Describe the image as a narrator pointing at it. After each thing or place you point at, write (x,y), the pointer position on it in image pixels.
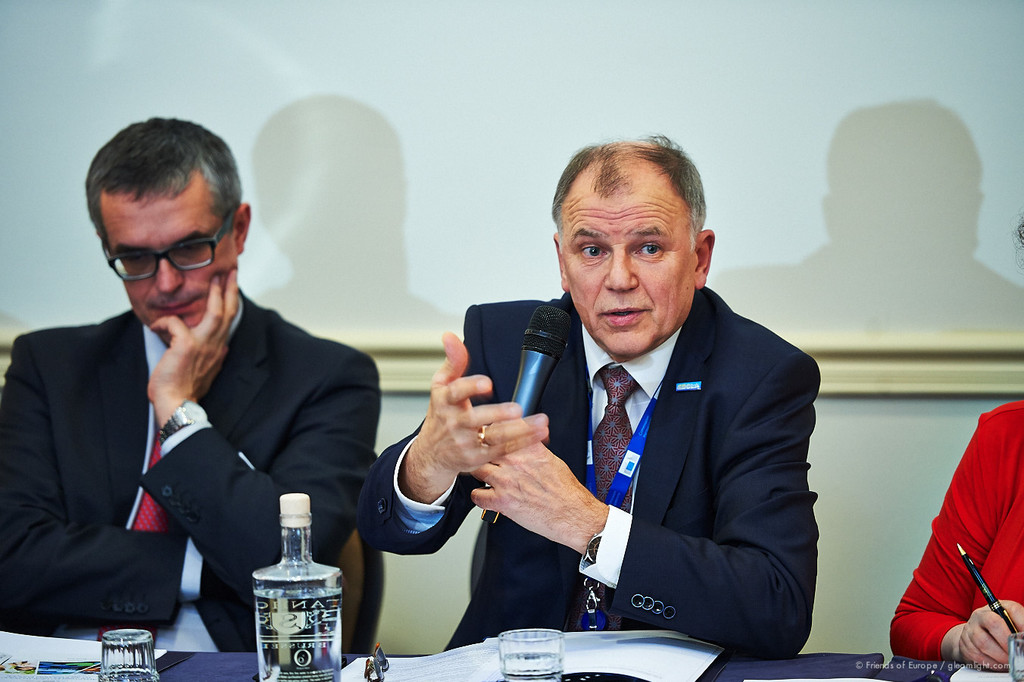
This image consists of three persons (438,470). In the front (792,410), we can see two men (447,540) are wearing black suits (41,519). In the middle (522,375), the man (523,468) is holding a mic (525,335). At the bottom (333,669), there is a table (231,673) on which we can see glasses (503,644) and a bottle (272,632).
